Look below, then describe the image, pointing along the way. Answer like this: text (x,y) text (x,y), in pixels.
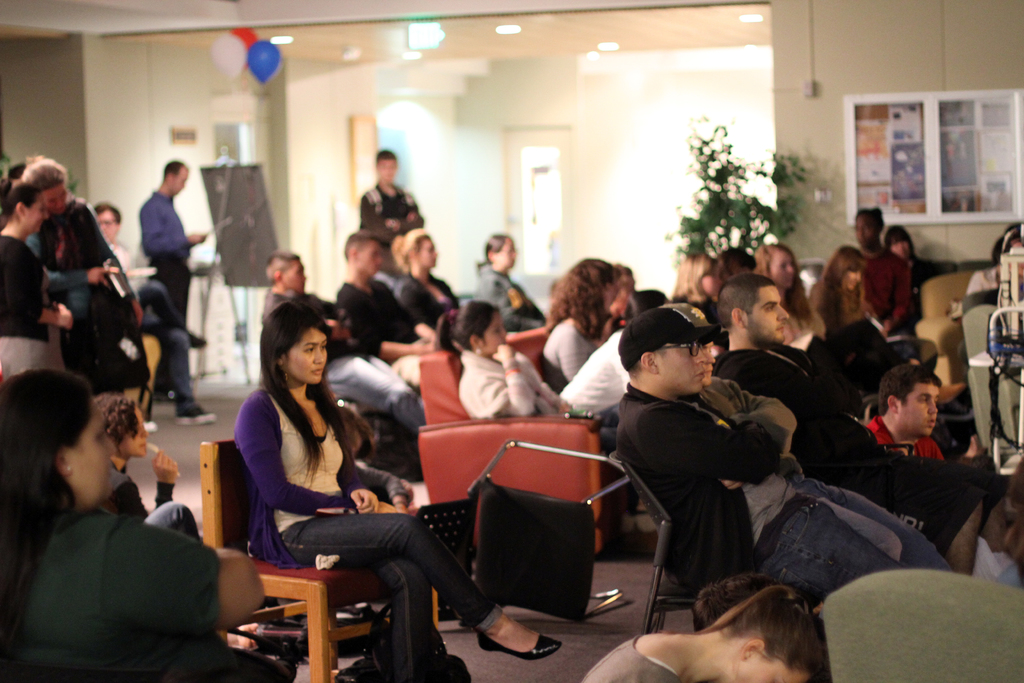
This picture might be taken inside the room (600,376). In this image, we can see group of people (510,412) sitting on the chair (978,392). On the left side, we can also see three people (38,276) are standing, we can also see a board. In the background (891,187), we can see some plants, balloons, boards (991,180). At the top (457,58), we can see a roof (463,40) with few lights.
